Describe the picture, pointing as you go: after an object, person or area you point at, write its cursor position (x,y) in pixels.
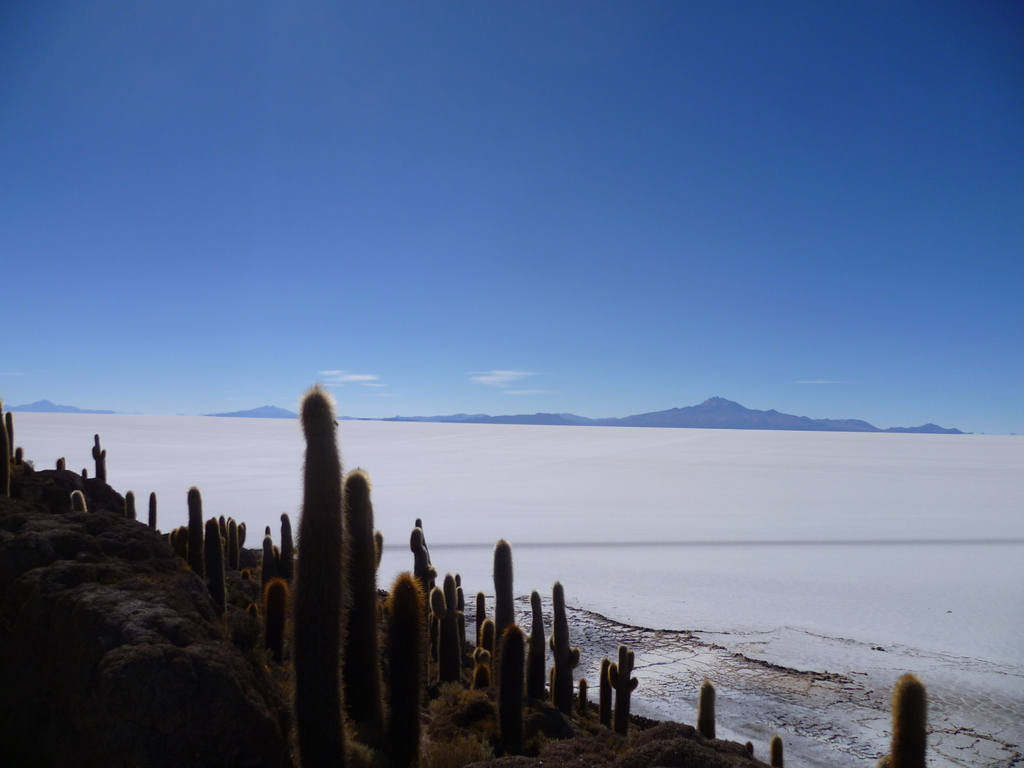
In this image I can see few plants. In the background (820,485) I can see the salt flat (574,463) in white color and I can also see the mountains (682,427) and the sky (459,140) is in blue color.
